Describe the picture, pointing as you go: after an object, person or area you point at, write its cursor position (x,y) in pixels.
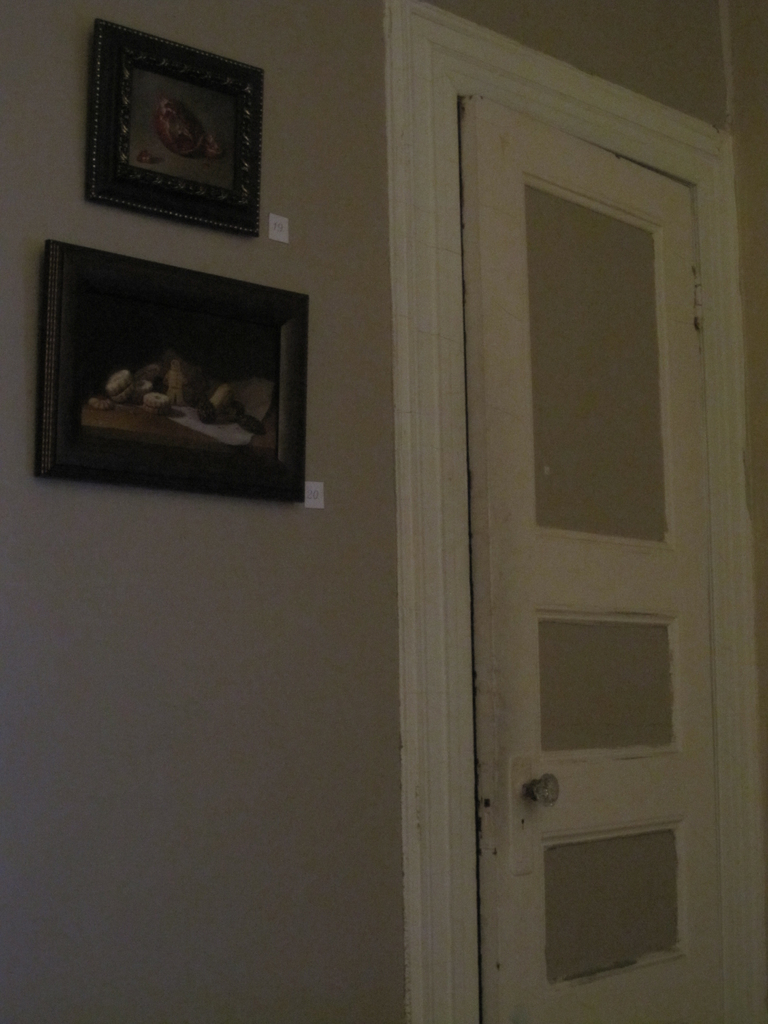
On the right (746,942) there is a door (567,495). On the left (146,311) there are frames (190,332) attached to the wall (195,596).
